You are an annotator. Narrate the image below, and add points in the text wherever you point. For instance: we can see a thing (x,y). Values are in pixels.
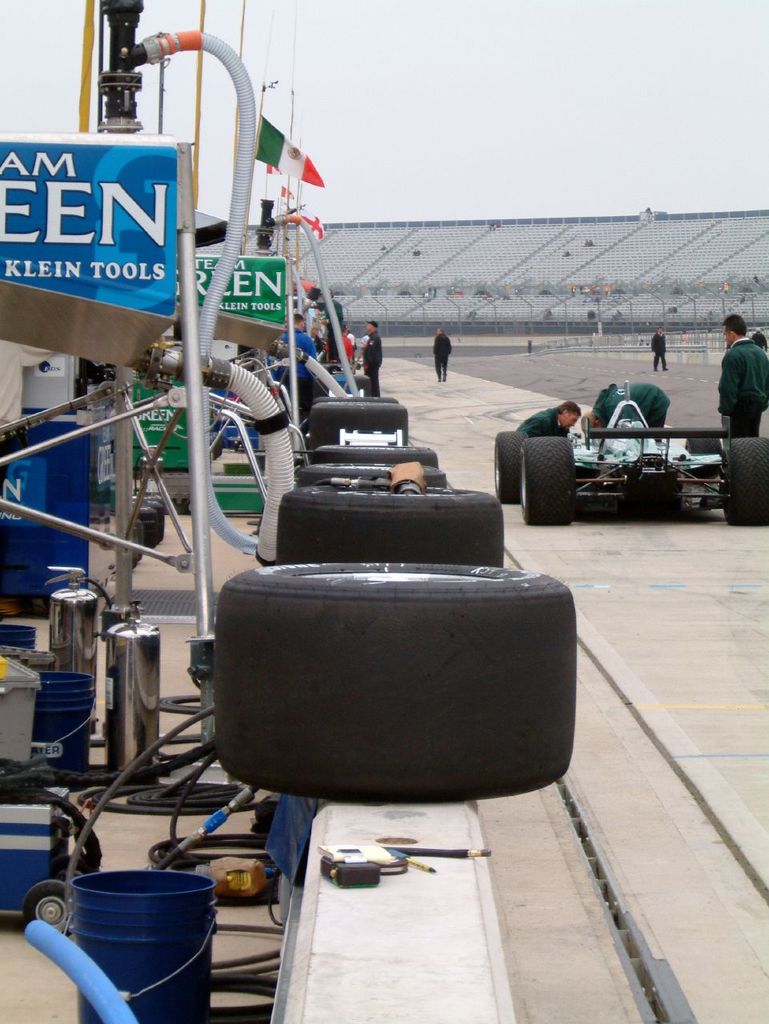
In this image, on the right (585,454), there is a vehicle (657,486) on the road (699,558) and some people (656,357) are there and on the left (223,712), we can see tires (316,635), machines (161,362), and some wires (198,715).
